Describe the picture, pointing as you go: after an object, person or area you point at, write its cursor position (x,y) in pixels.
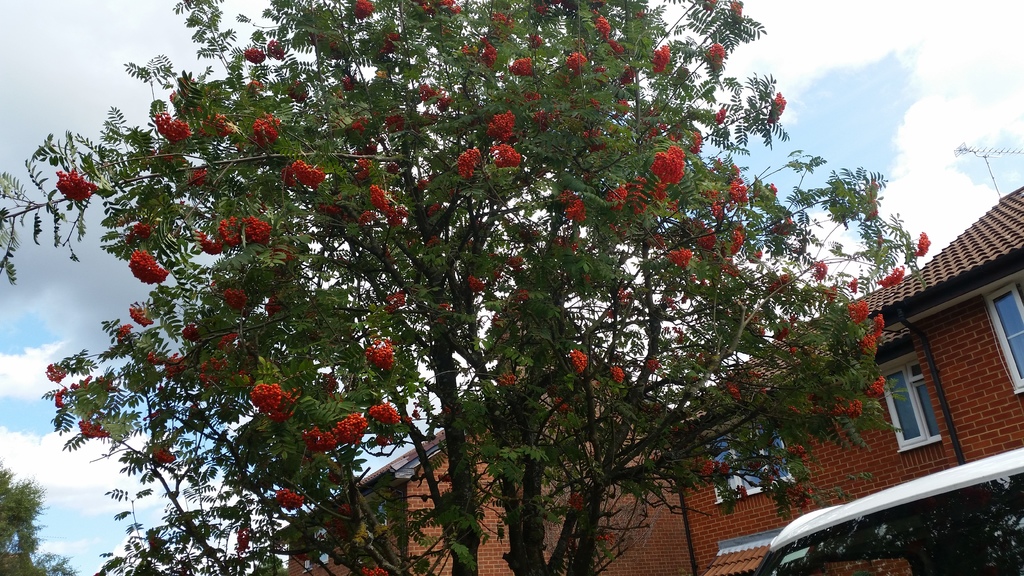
In this picture we can see few berries (326,210), trees (322,457) and buildings (558,534), and also we can see a vehicle (893,530) and an antenna (987,167).
